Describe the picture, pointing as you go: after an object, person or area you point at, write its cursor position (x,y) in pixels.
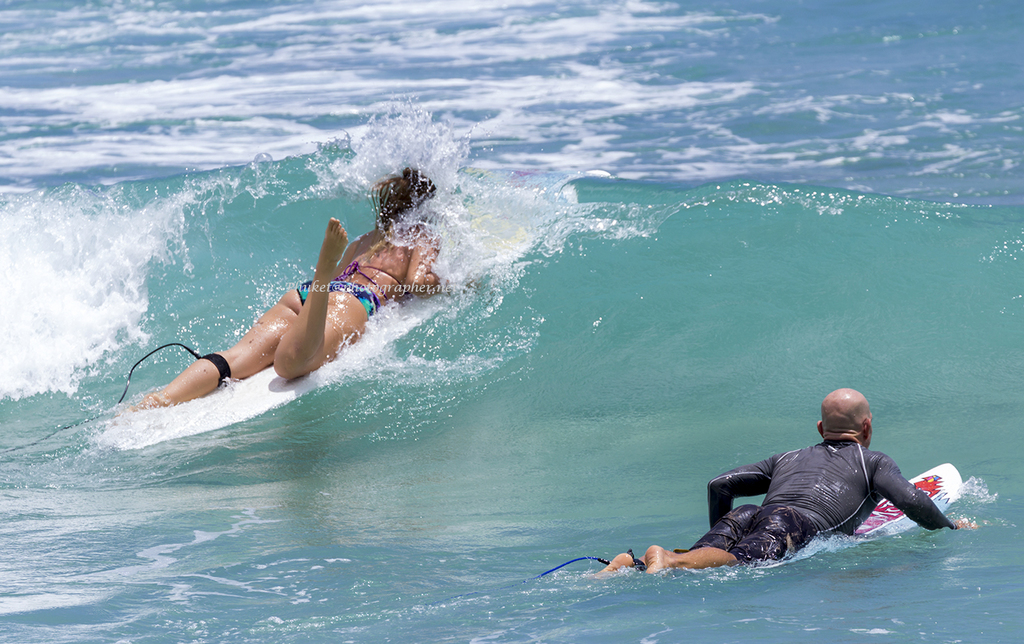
In this picture we can see a woman (384,205) and a man (749,522) surfing in the water (763,284).
